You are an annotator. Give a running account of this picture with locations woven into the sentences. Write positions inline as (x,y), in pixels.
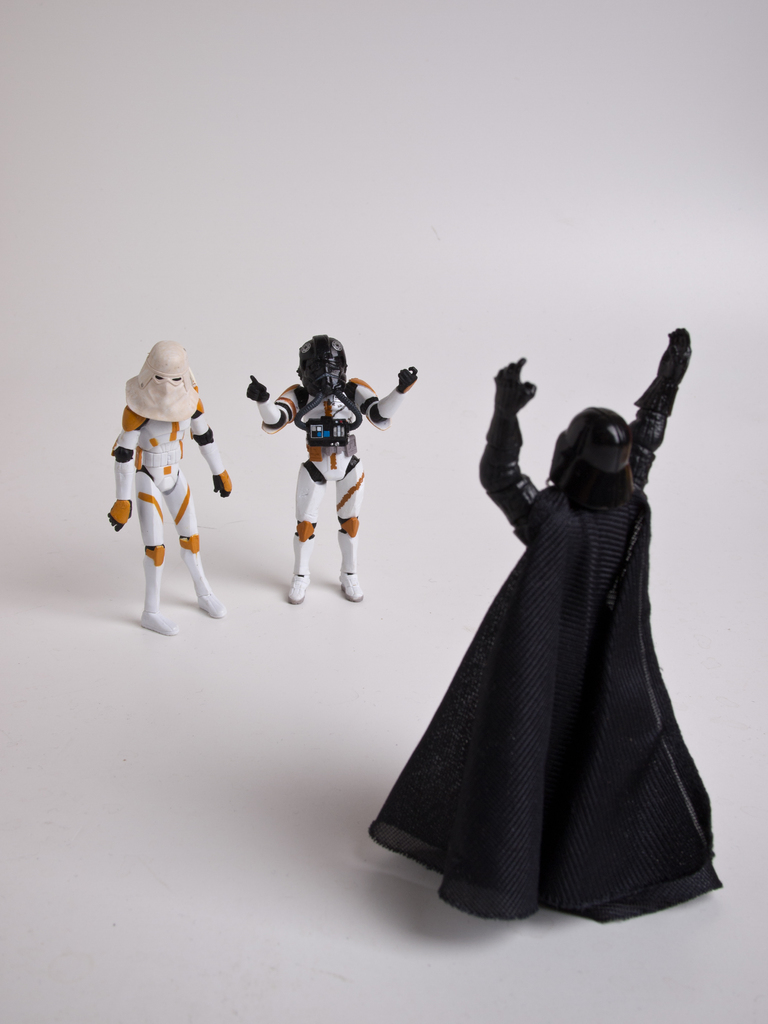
In this image, we can see toys (515,722) and the background is in white color.
